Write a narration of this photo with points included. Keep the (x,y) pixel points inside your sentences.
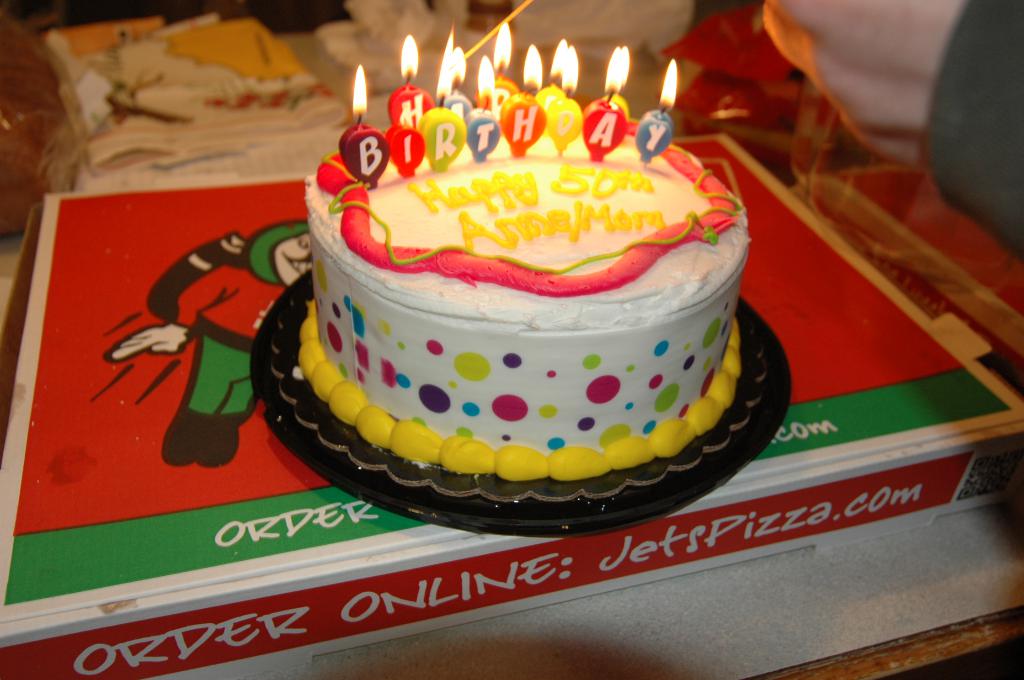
In this image we can see a cake (562,337) with candles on it in a plate (607,510) which is placed on a cardboard box (53,368) containing a picture (232,427) and some text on it which is placed on the table (623,609). On the backside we can see some covers (775,163) and a napkin (242,122).
